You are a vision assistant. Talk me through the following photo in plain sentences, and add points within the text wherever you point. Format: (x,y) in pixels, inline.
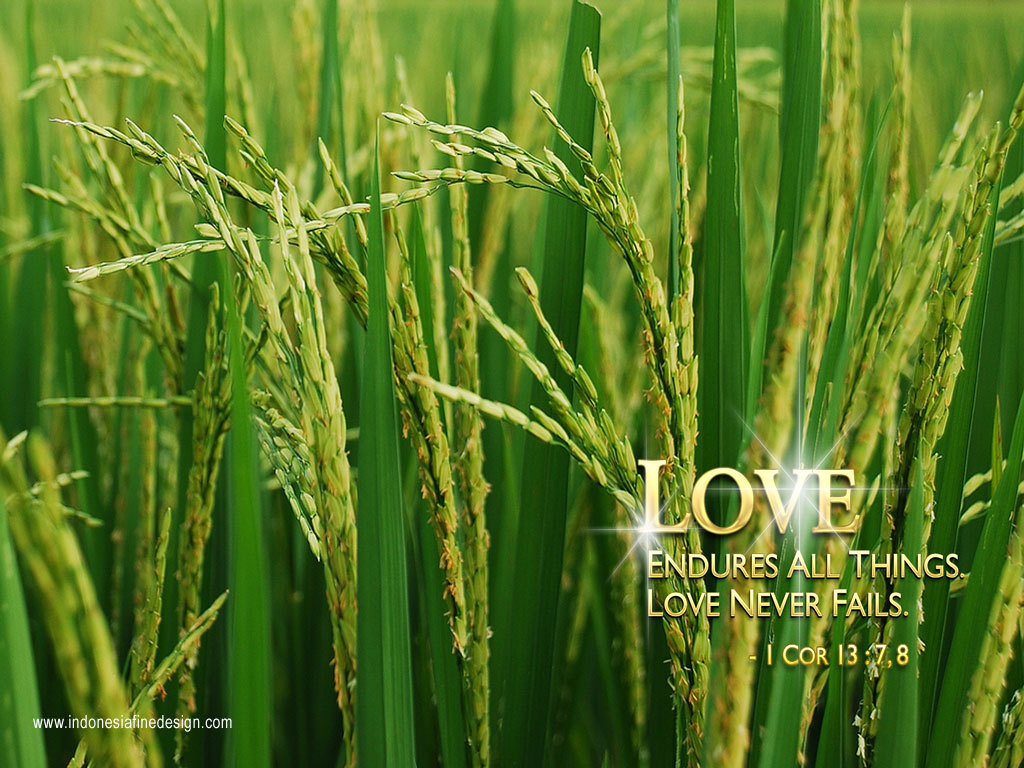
In this image we can see crops (188,400) and there is some text (650,485) to the right side of the image (702,515).
